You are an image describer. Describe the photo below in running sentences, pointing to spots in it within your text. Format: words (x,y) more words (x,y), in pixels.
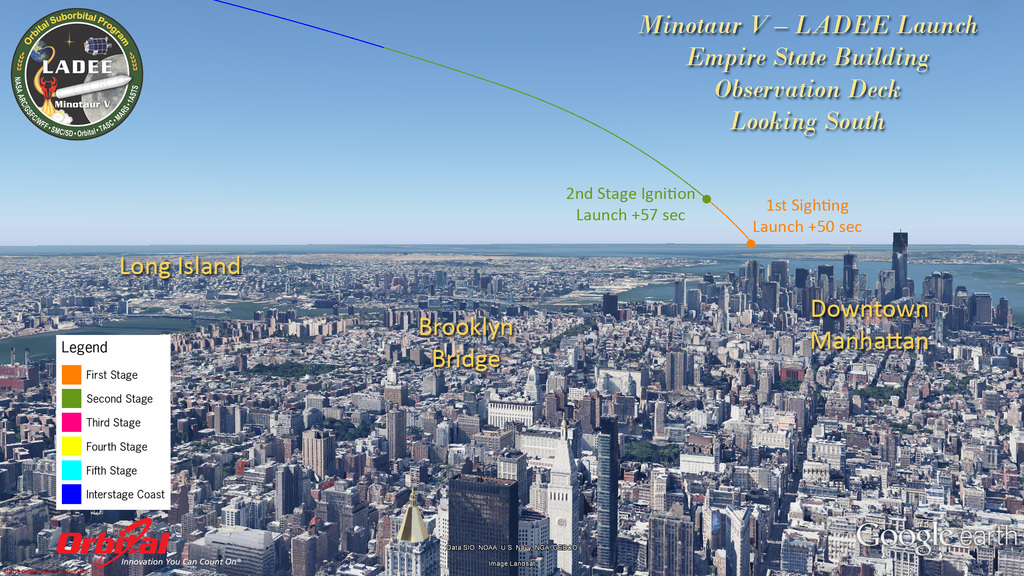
This is the top view of the city (734,293), in this image there are buildings (694,297) and water (653,294) and there are some text (819,29) and logos (92,89) on the image.
